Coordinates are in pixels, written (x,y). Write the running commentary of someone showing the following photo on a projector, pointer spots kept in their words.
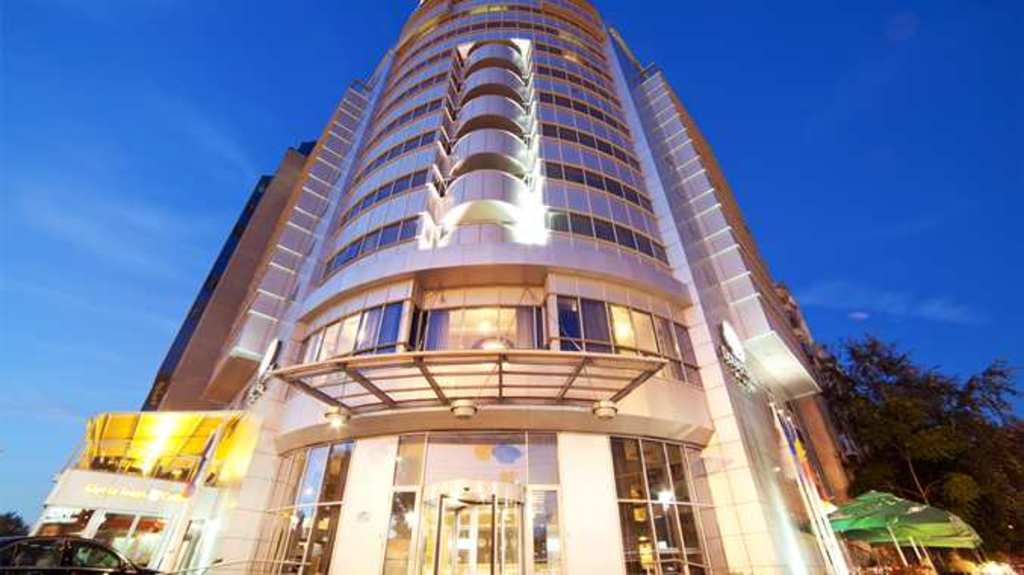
In this picture we can see a building (538,298) in the front (527,223), at the left bottom (66,553) there is a car (79,563), we can see glass (301,539) of the building (169,561) here, on the right side (947,451) there are trees (966,499) and umbrellas (919,533), we can see the sky (899,89) at the top of the picture (910,88).
